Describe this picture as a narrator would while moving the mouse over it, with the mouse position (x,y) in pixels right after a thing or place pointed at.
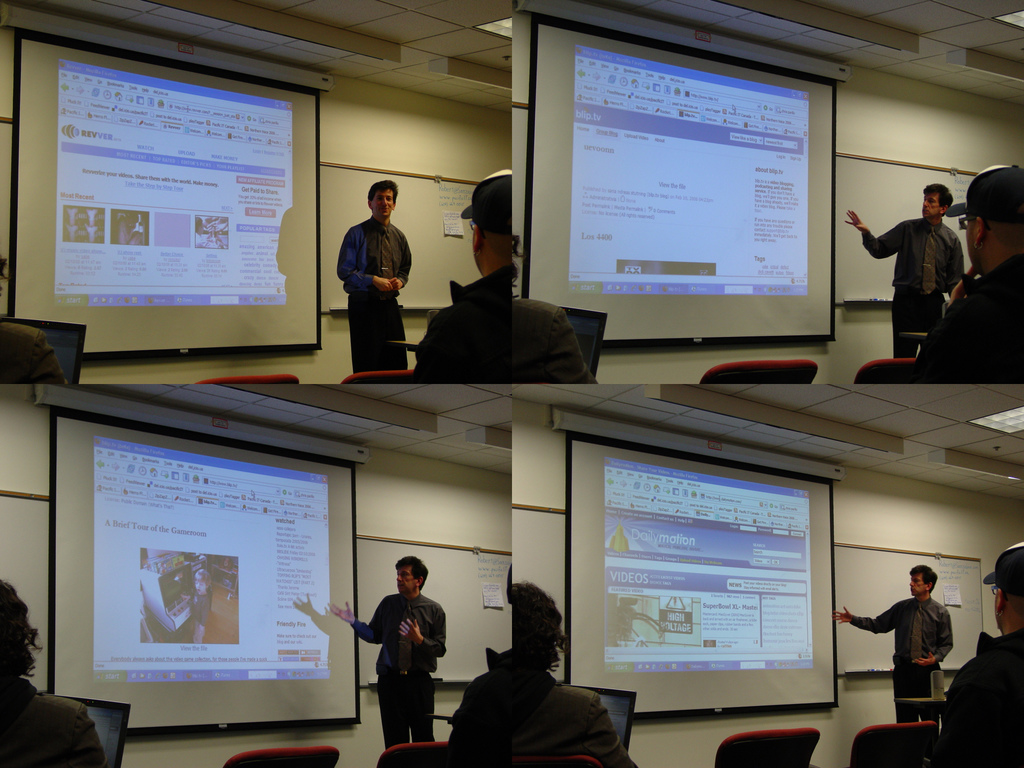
This is collage picture, in these pictures we can see people's (934,580), screens (224,197), chairs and boards (840,602) on walls (362,161).
